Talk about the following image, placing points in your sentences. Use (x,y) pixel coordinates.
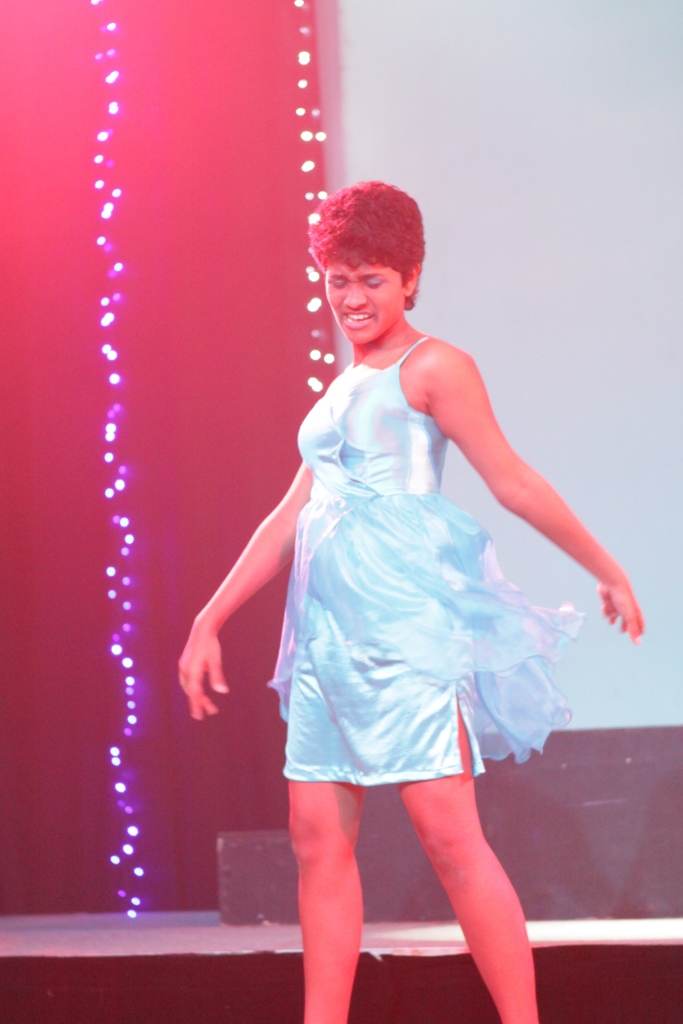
Here I can see a woman (377,758) standing. It seems like she is dancing on the stage (165,950). In the background (123,735), I can see few lights (105,485).
